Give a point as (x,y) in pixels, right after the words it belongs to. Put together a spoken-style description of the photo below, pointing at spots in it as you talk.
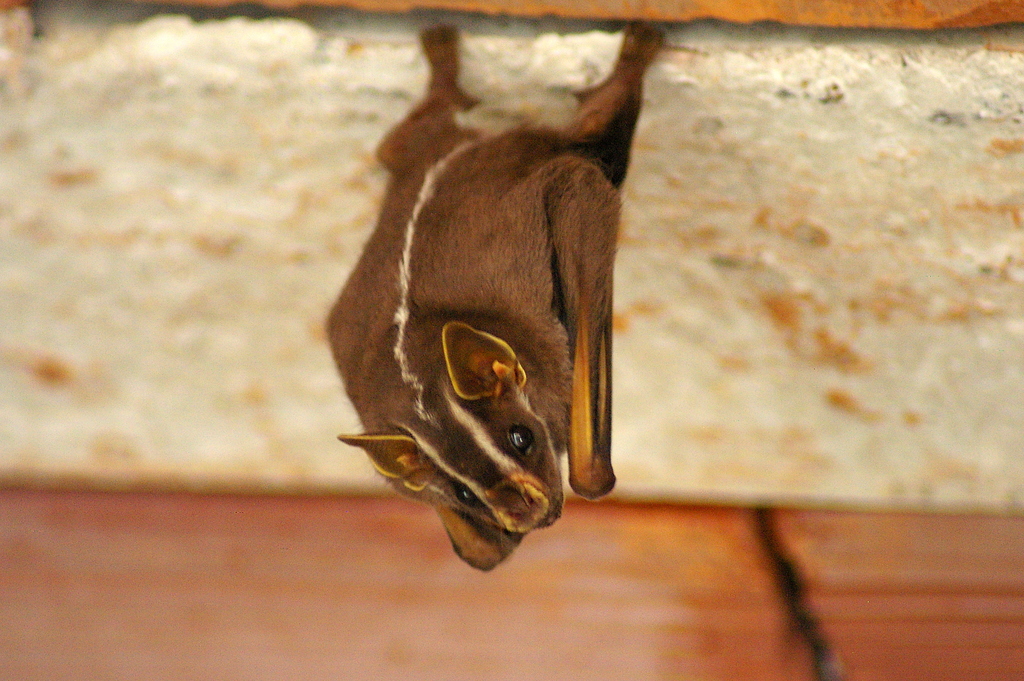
In this image we can see a bat (520,313) on a platform (372,39). At the bottom (585,633) the image is blur but we can see an object (655,564).
